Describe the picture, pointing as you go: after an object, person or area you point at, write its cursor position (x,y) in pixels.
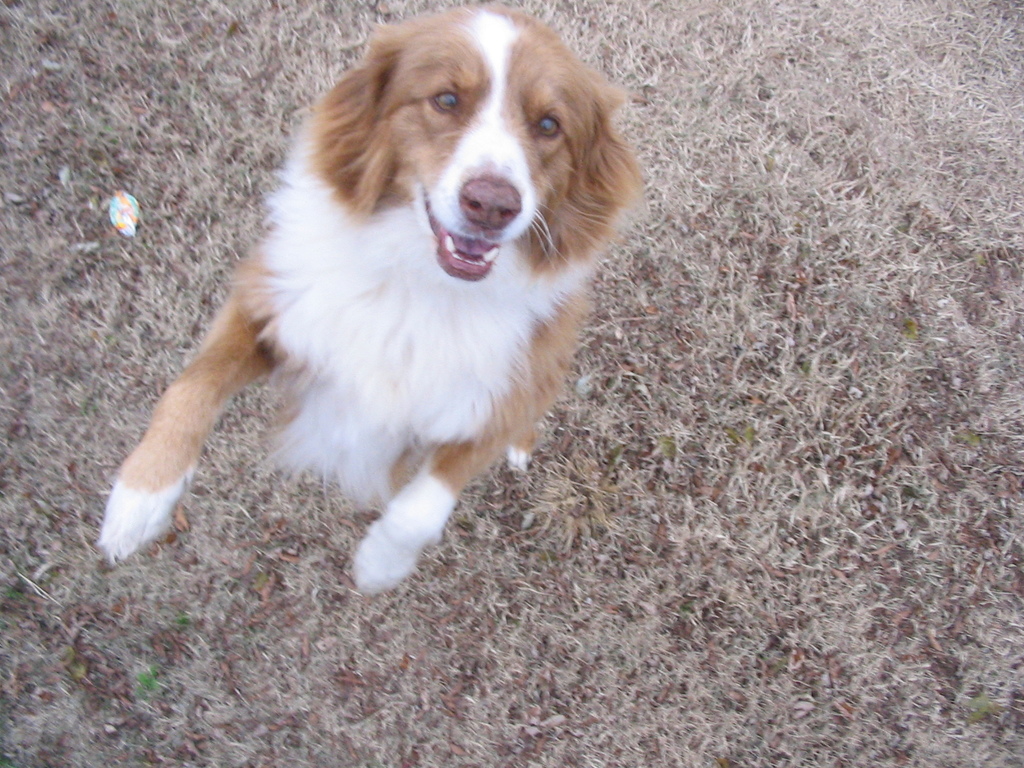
In this image we can see a dog (585,270) on the ground (566,18) and here we can see the dry grass (974,227).
